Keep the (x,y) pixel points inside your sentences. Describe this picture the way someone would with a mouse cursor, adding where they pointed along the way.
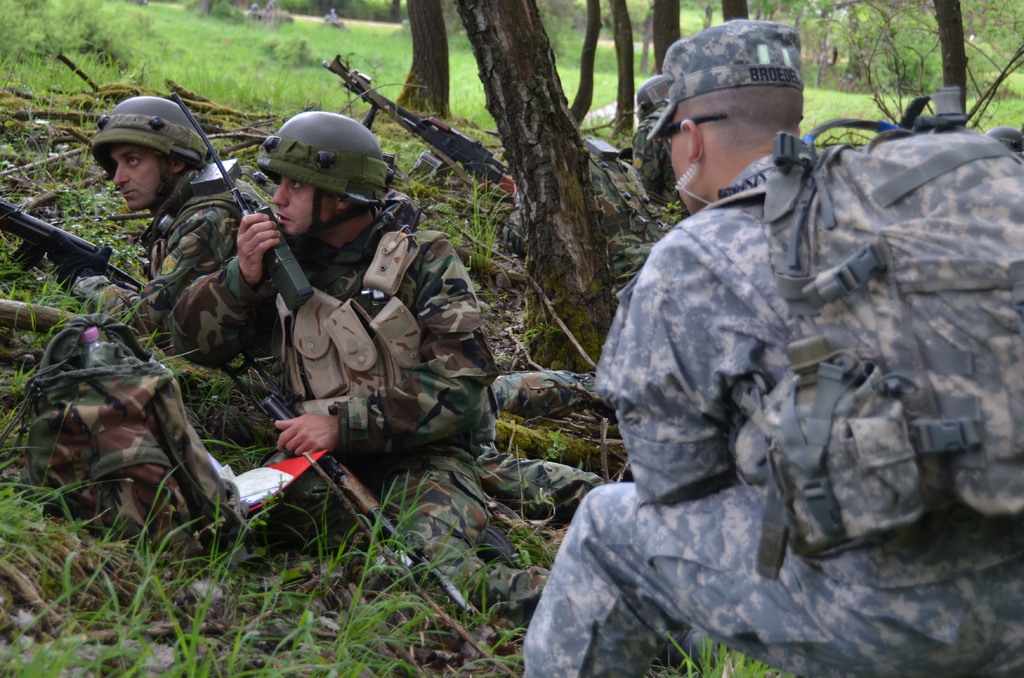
This picture shows few people (322,407) and we see a man (157,144) laying on the ground (513,367) and he wore a helmet (181,116) on his head (138,163) and holding a gun (32,266) in his hand (92,266) and we see another man (308,414) seated and holding a gun (289,414) with one hand (294,426) and walkie-talkie (277,275) with another hand (270,252) and we see a backpack (59,484) and we see another man (677,280) seated he wore a cap (770,73) and a backpack (985,325) on his back (810,348) and we see couple of them (658,179) laying on the ground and holding guns (498,179) and we see trees (501,37) and grass (371,41) on the ground (336,51).
